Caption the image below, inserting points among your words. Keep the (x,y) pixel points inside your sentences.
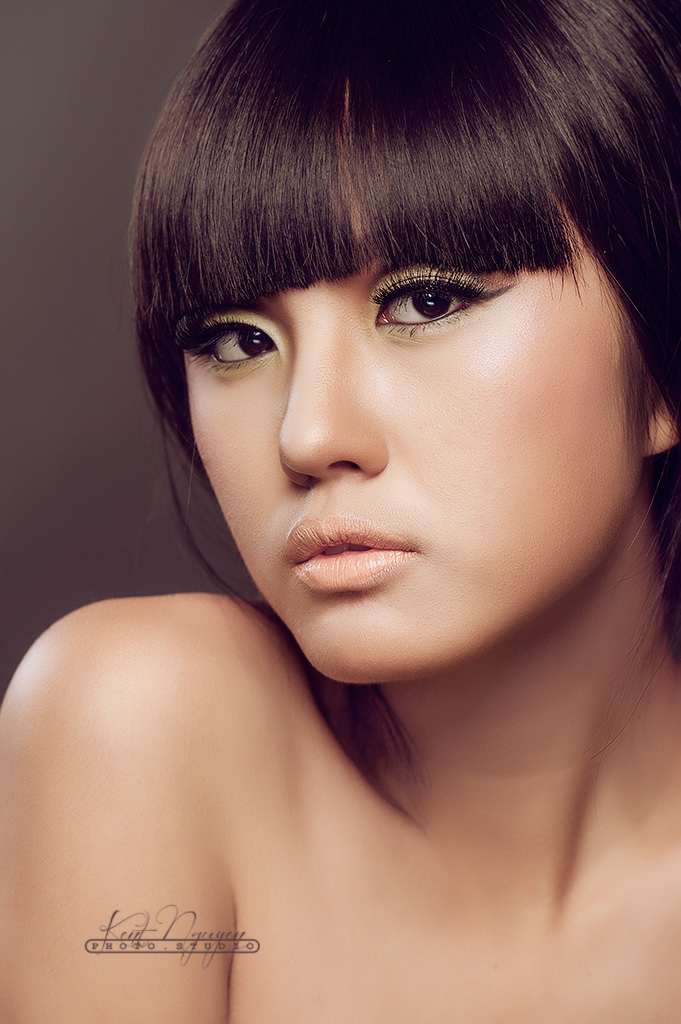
In the picture there is a woman (383,617), she is posing for the photo.
